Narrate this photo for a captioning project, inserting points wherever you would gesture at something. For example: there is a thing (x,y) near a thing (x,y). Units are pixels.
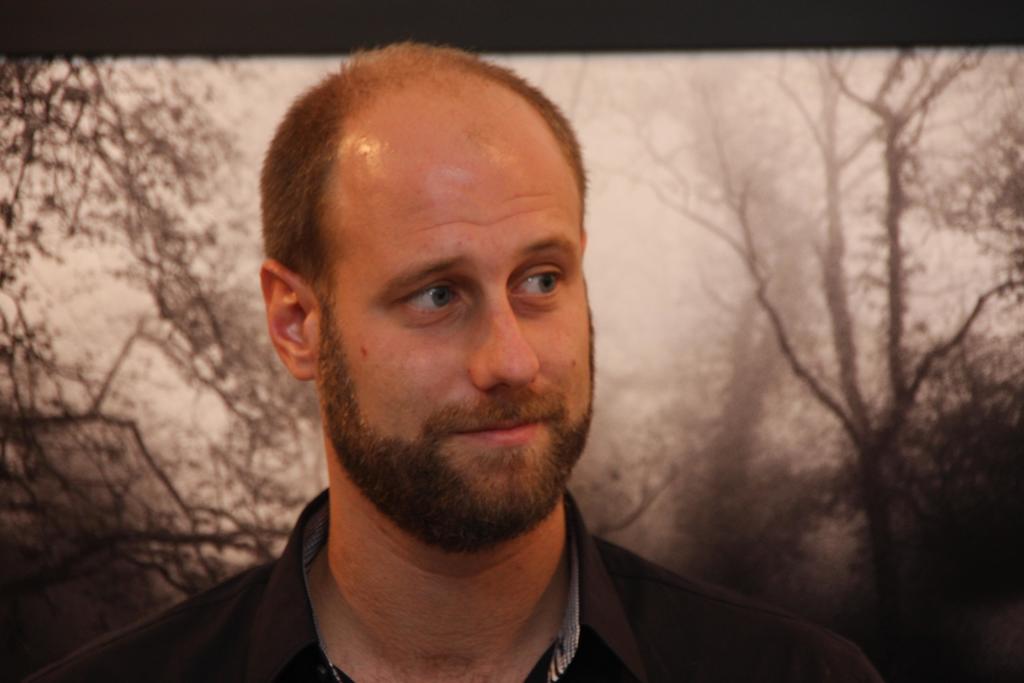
In this image I can see there is a person (488,592) standing. And at the back (751,177) it looks like a screen (147,275) and there are trees (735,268) in it.
